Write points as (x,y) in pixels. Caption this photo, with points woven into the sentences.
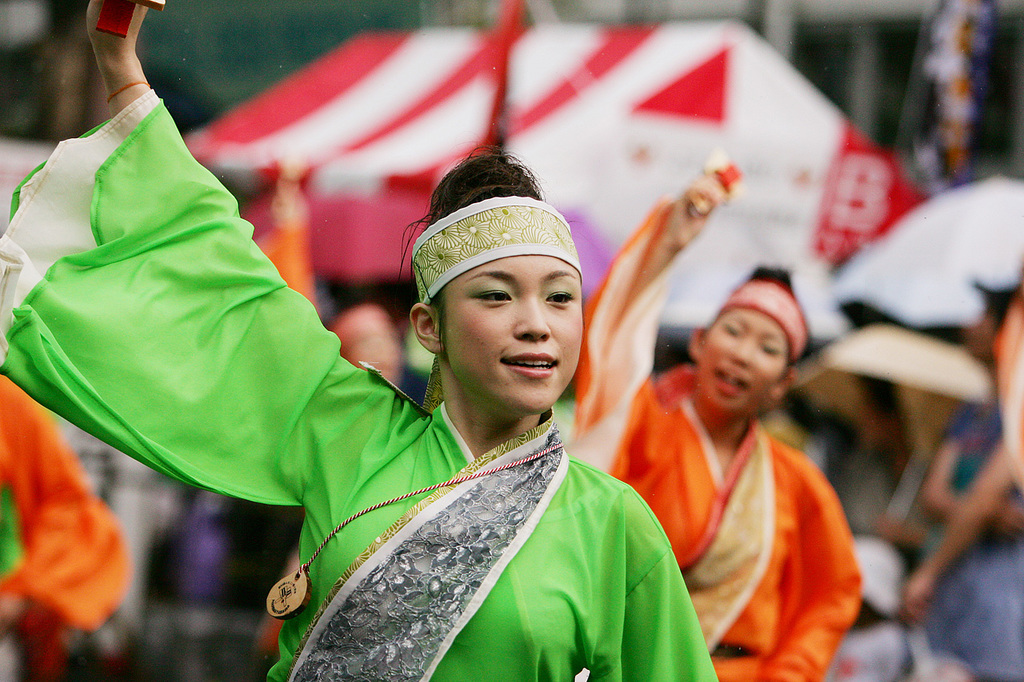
In this image there are few persons (212,411) dancing. Behind them there are few tents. Right side (986,577) there are few persons (968,561) standing.
